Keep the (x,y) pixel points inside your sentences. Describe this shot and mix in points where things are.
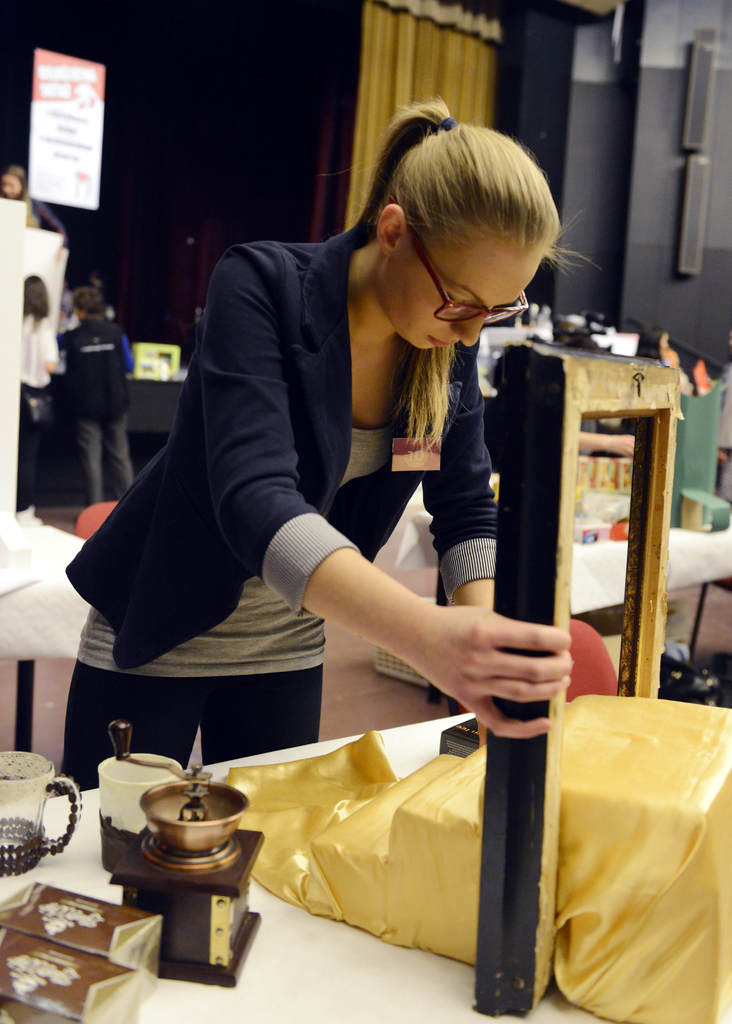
This picture is clicked inside. In the center (455,348) there is a woman (328,414) standing on the ground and holding a wooden object (554,716). In the foreground (337,945) there is a table (277,914) on the top of which a cup (72,823), box (9,996) and many number of items (464,938) are placed. In the background (587,27) we can see the curtain (463,52), wall (643,220), group of persons (730,374), banner (91,161) and many number of objects (698,375).
